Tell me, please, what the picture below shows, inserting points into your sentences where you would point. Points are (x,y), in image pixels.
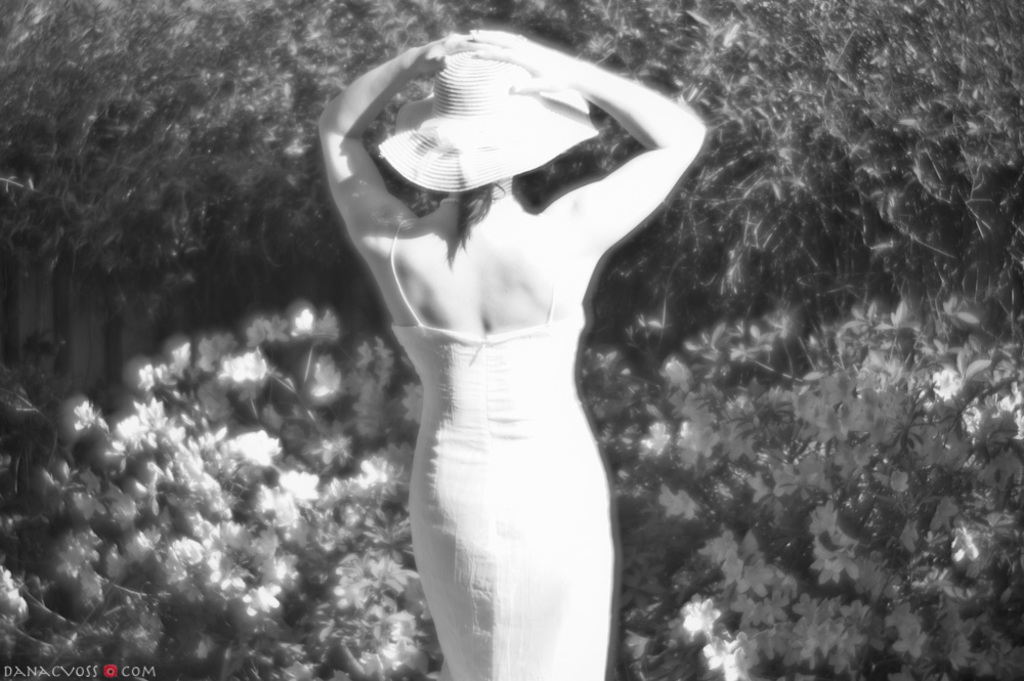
This is a black and white image. In the middle of the image (500,298) there is a lady (500,298) with frock (468,418) and a hat (456,112) on her head (500,175) is standing. Behind her there are trees (935,313) and plants (406,468) with flowers (138,437). In the bottom left corner of the image (124,668) there is a watermark (117,666).
